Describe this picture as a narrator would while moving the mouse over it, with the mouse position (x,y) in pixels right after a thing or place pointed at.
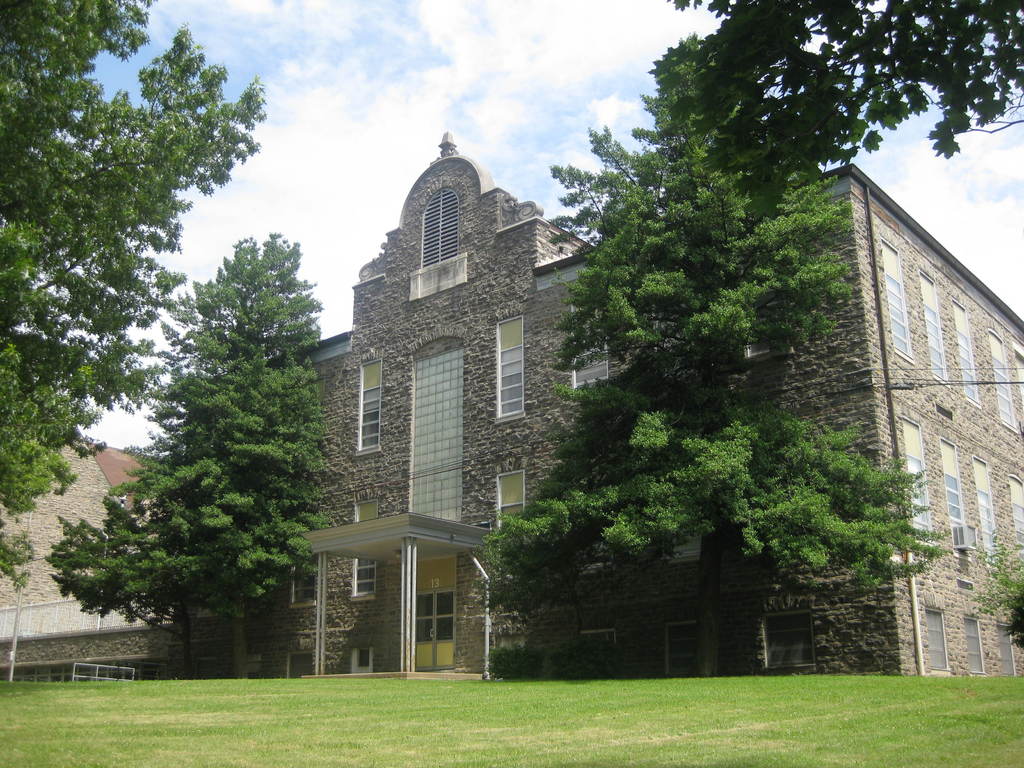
In this image, we can see a building (563,617) with walls (965,618), glass windows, doors (432,642) and pillars (407,636). Left side of the image (102,618), we can see railings (79,620). Here there are so many trees (656,540) and grass (421,699) we can see. Background (317,168) there is a cloudy sky (325,123).
